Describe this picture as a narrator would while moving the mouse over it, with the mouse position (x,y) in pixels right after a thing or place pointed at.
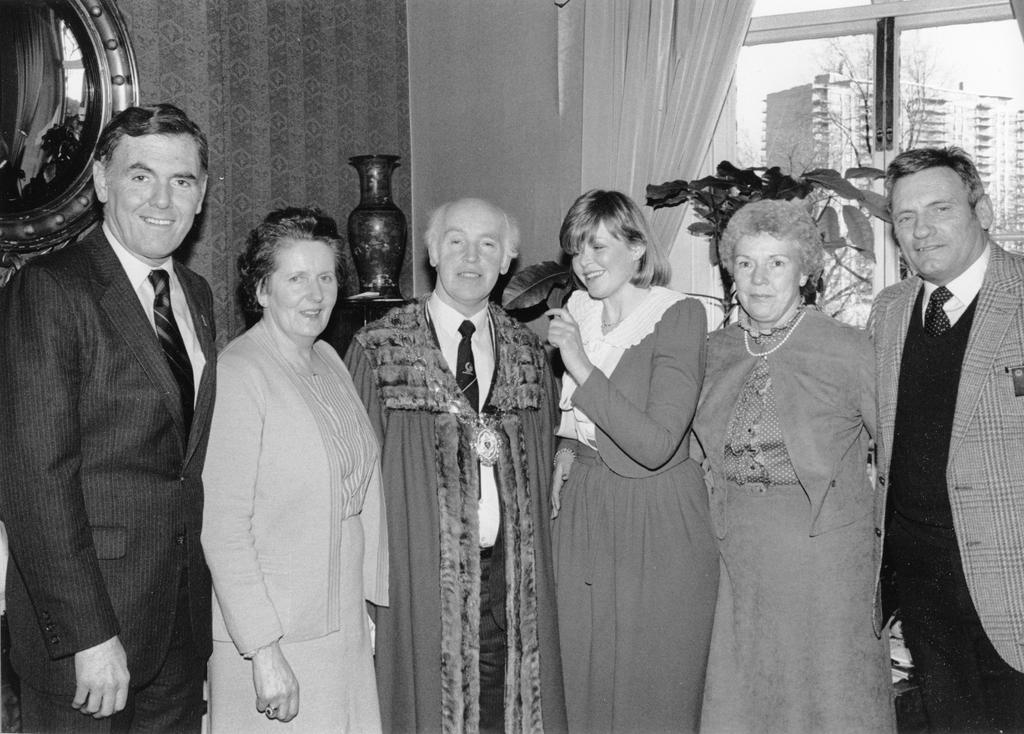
This is a black and white picture. In this picture, we see people (389,494) are standing in front of the picture. They are smiling. Behind them, we see flower pots (547,285), curtain (646,118) and windows (897,120) from which we can see buildings (796,157) and trees (852,258). On the left side (197,73), we see a wall (269,113) on which a mirror (71,69) is placed.
